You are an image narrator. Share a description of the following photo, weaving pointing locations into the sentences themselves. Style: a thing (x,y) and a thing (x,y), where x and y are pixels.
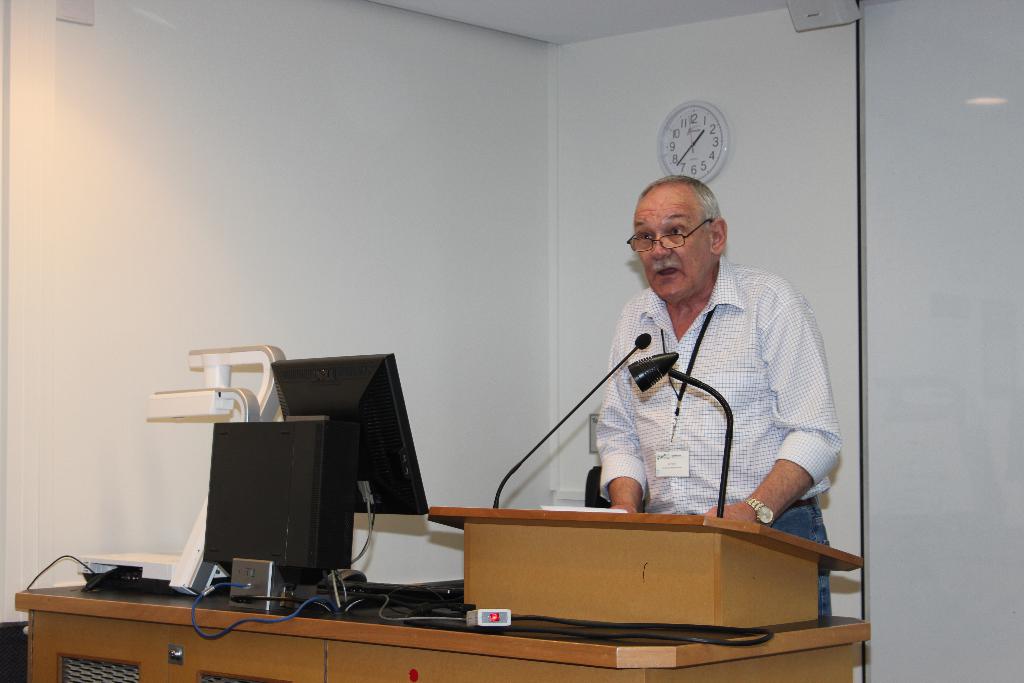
In this picture there is a person (715,350) who is standing in front of the desk (513,536) on which there is a system (359,388) and a mic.
